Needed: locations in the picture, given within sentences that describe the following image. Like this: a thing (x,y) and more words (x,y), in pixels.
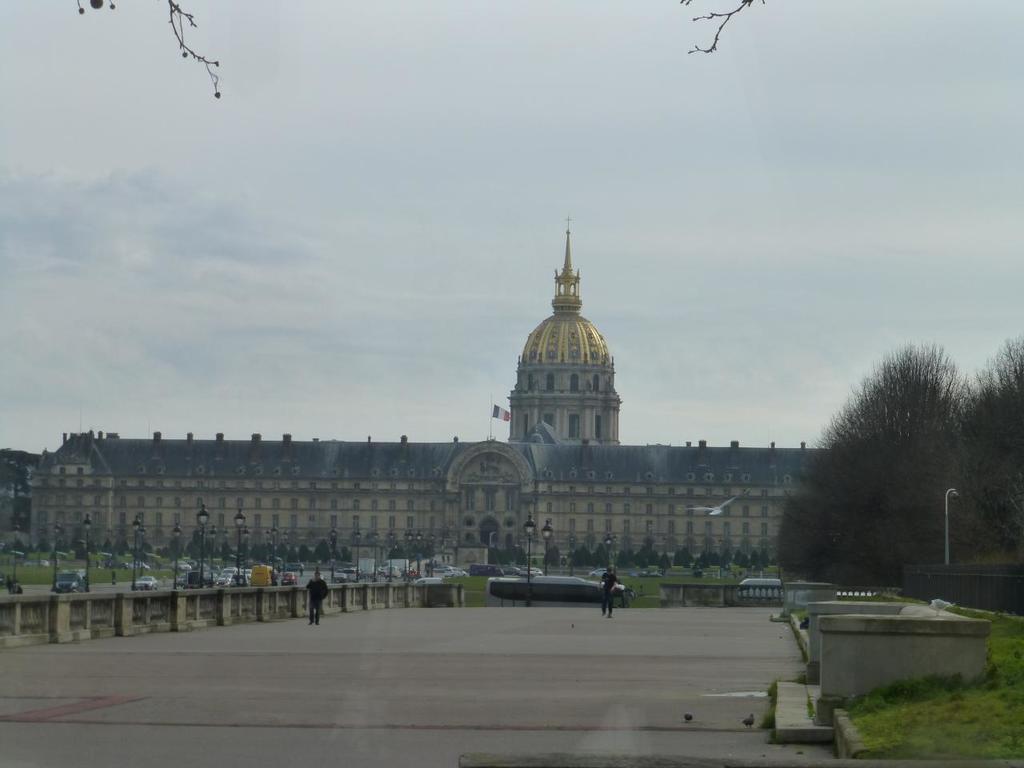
In this image I can see a building (517,488) which has a flag (507,418) on it. Here I can see street lights (548,559), people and vehicles (363,575) on the road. On the right side (982,521) I can see trees (1000,455), grass (963,720) and birds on the ground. I can also see a bird (717,511) is flying over here. In the background (642,224) I can see the sky (471,283).
